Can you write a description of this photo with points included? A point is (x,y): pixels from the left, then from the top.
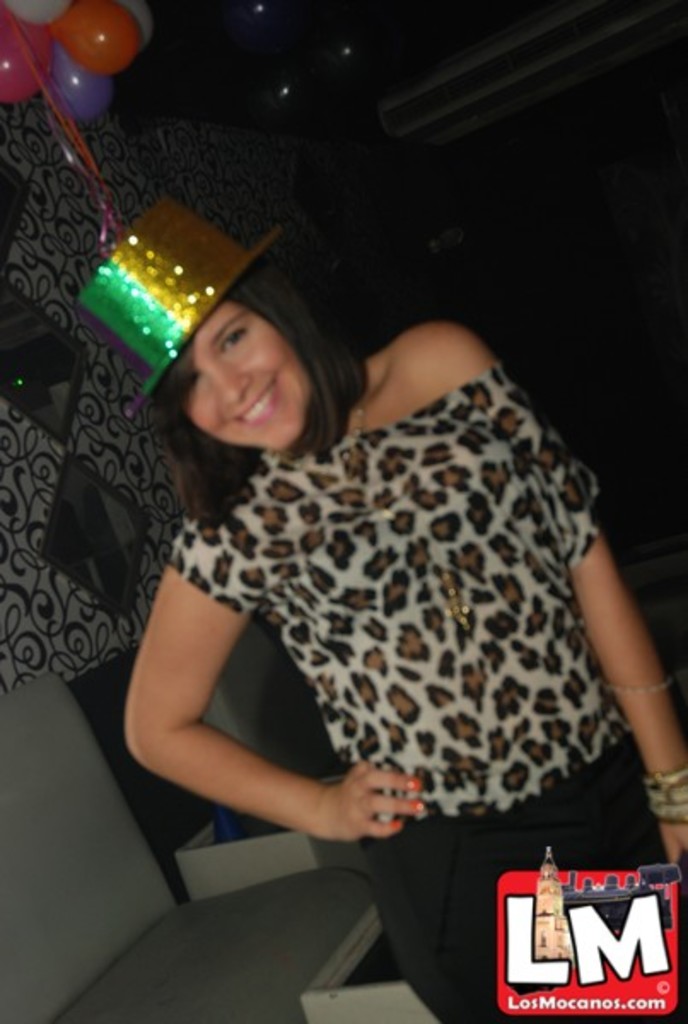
In the center of the image (302,534) there is a woman (375,617) standing on the ground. In the background (146,135) we can see balloons (107,83), mirrors (12,364) and wall (281,167).
